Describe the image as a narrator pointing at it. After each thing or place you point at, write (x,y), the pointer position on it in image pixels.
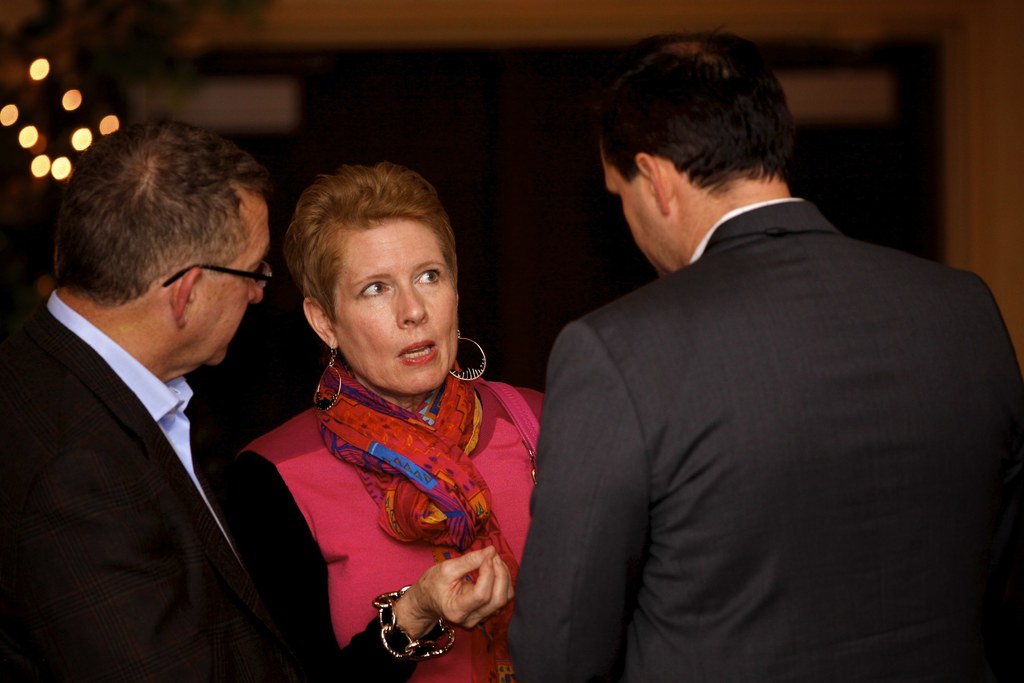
In the center of the image (664,426), we can see people (643,334) standing and one of them is wearing glasses (249,273). In the background (204,108), there are lights (69,106) and there is a wall (939,80).
